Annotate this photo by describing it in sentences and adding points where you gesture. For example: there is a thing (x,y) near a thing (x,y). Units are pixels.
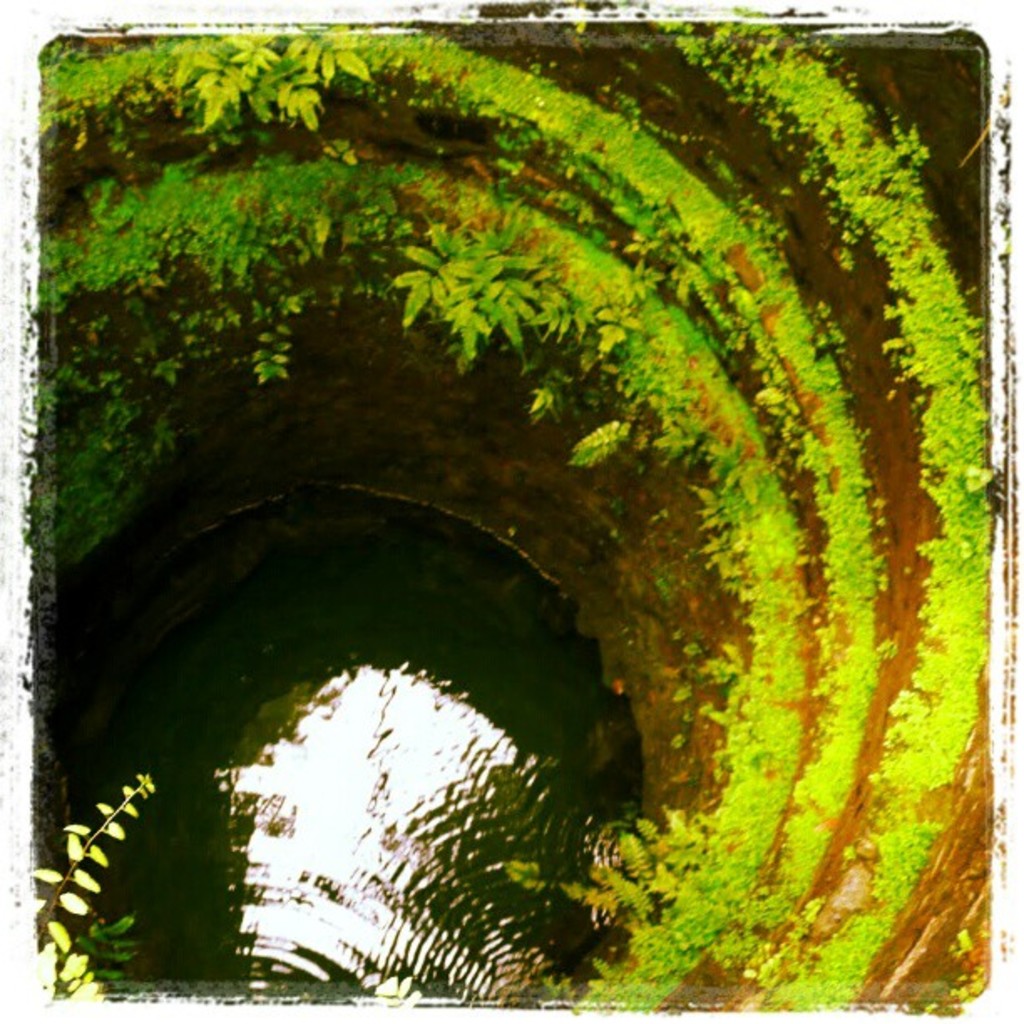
This is the image of a well (798,291) where we can see greenery (945,382) on the wall (891,373) and the water (275,693) at the bottom (379,708).
